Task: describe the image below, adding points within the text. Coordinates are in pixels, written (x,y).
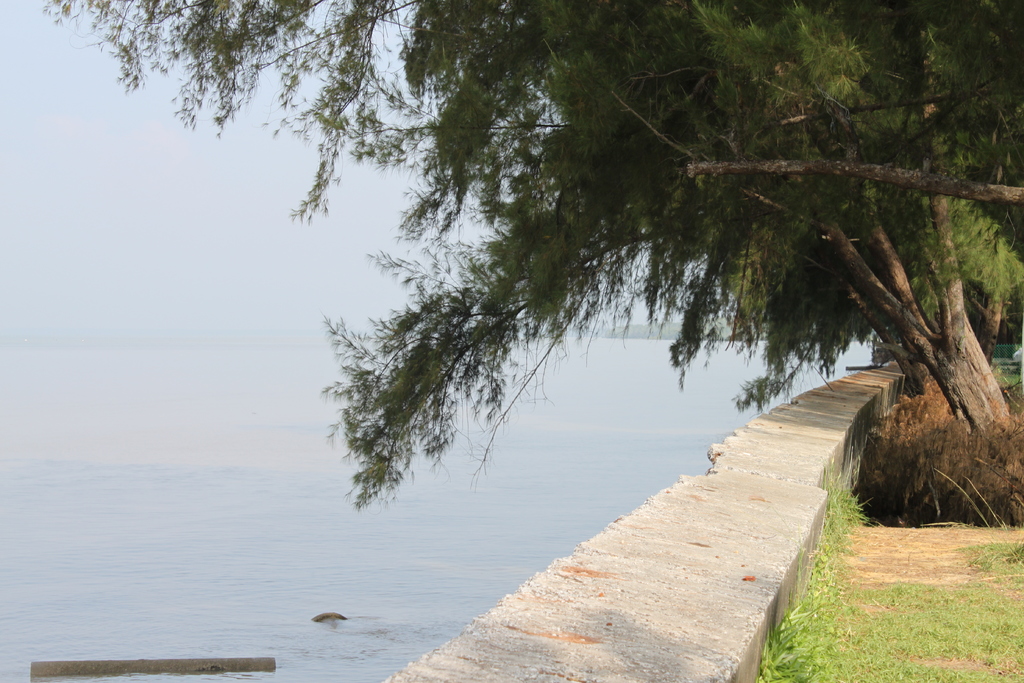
In this picture i can see trees (738,231), grass (853,660) and wall (793,577) on the right side (799,464). On the left side (172,485) I can see water (103,440) and sky (73,193).
